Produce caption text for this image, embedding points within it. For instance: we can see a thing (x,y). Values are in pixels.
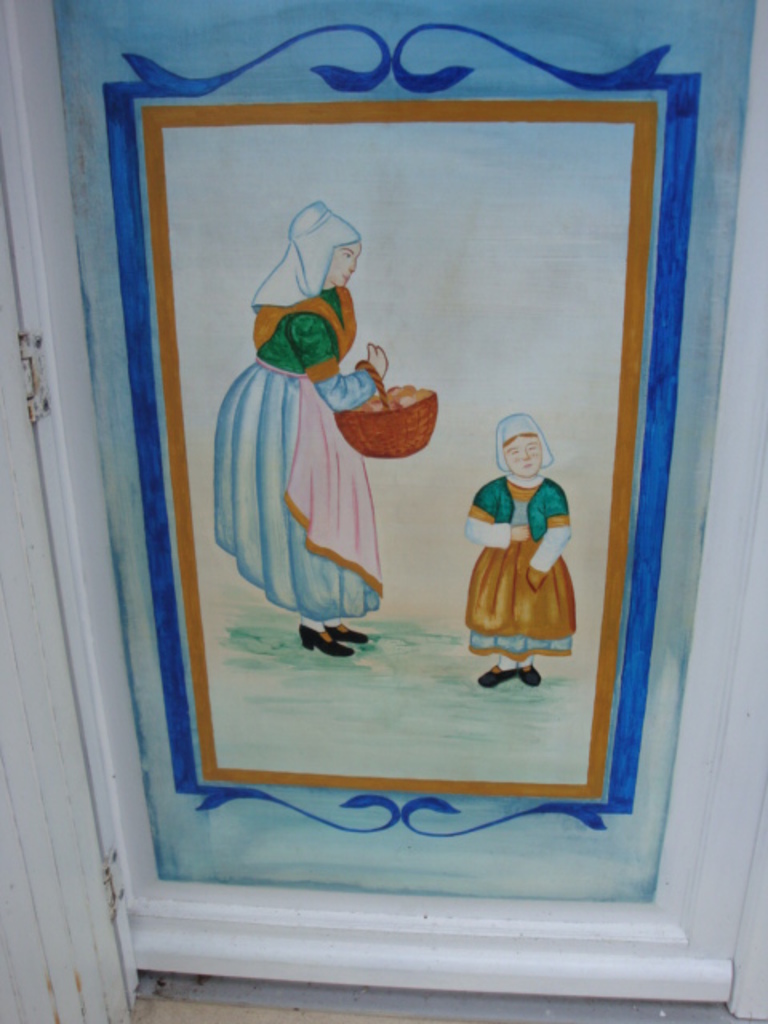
In this picture in the center (358,524) there is a frame (672,619). On the frame (376,476) there is a painting (330,386) of a woman (302,484) and a child (525,528).
